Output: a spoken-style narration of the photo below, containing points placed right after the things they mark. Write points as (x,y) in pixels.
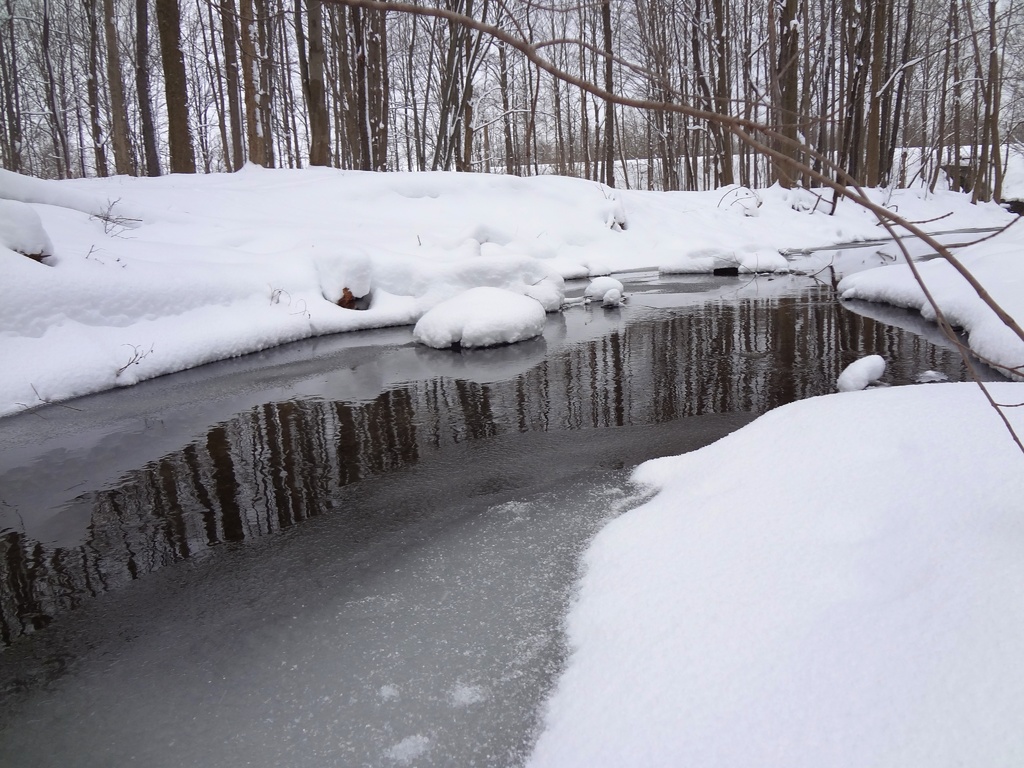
In this picture I can see many trees (1006,26) and snow (751,202). In the bottom left corner (281,535) I can see the water (270,491).
